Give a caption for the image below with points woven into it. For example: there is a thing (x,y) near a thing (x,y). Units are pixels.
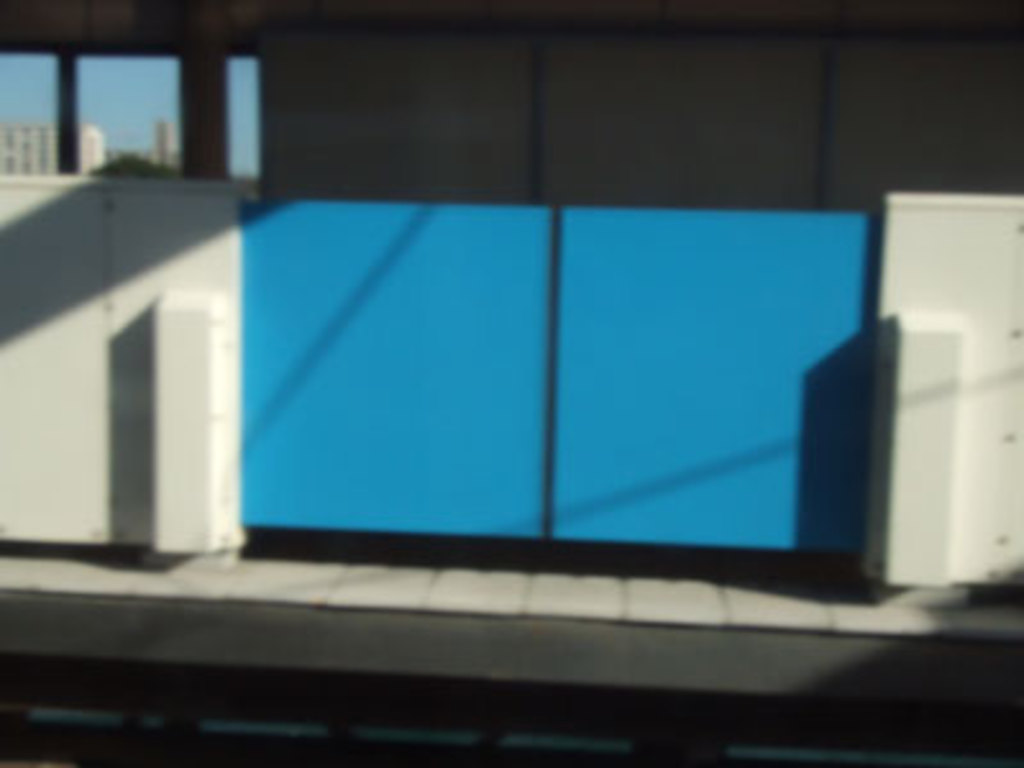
In this picture we can see walls (124,287) and a gate (472,432). Behind the gate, there are poles (193,140), buildings (100,133) and the sky (43,56).
